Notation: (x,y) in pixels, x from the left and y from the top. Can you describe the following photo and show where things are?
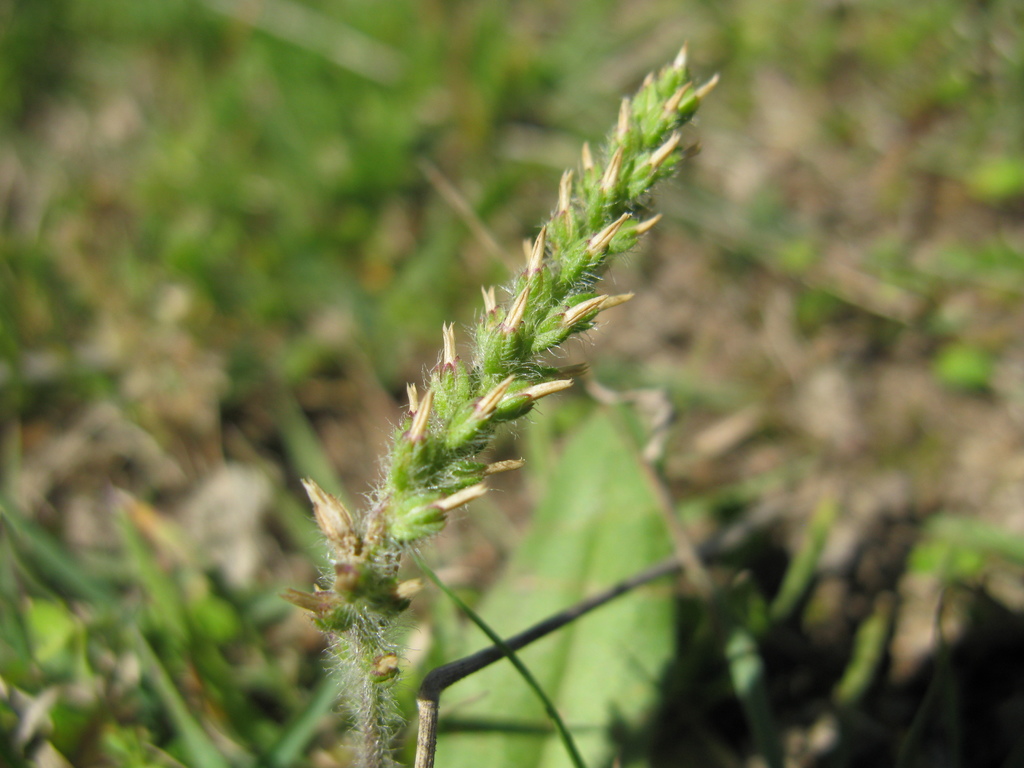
In this image I see a plant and in the background (444,309) I see the green leaves (161,693) and it is a bit blurred in the background (836,344).
